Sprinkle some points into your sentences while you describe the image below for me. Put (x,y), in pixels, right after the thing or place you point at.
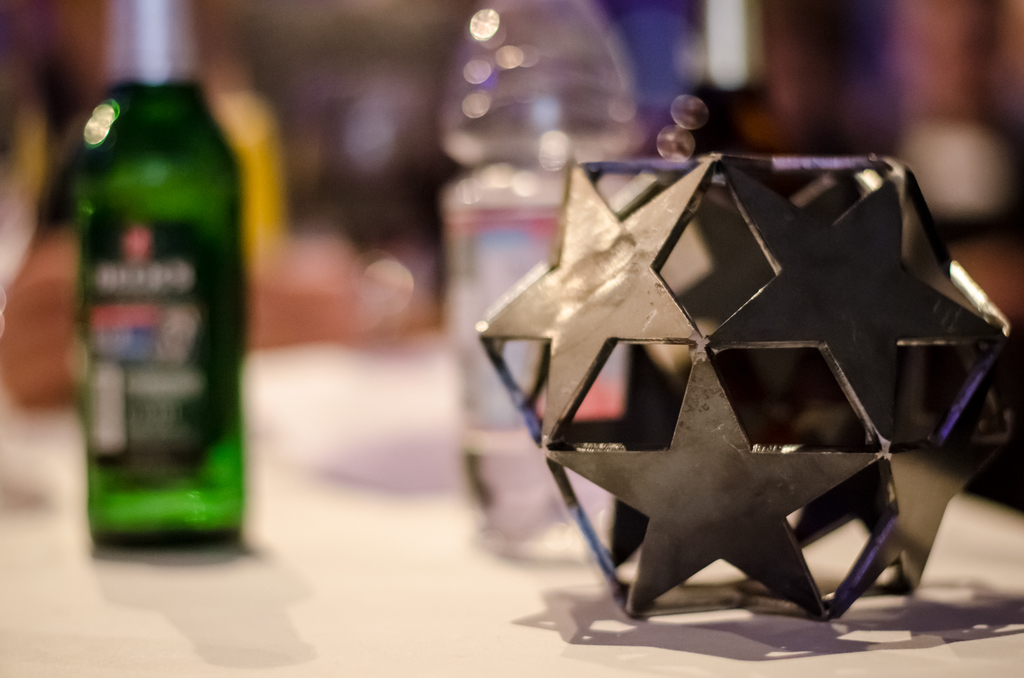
Bottom of the image (223,648) there is a table (61,514) on the table (61,514) there are two bottle (502,181) and there is a product (820,327).
